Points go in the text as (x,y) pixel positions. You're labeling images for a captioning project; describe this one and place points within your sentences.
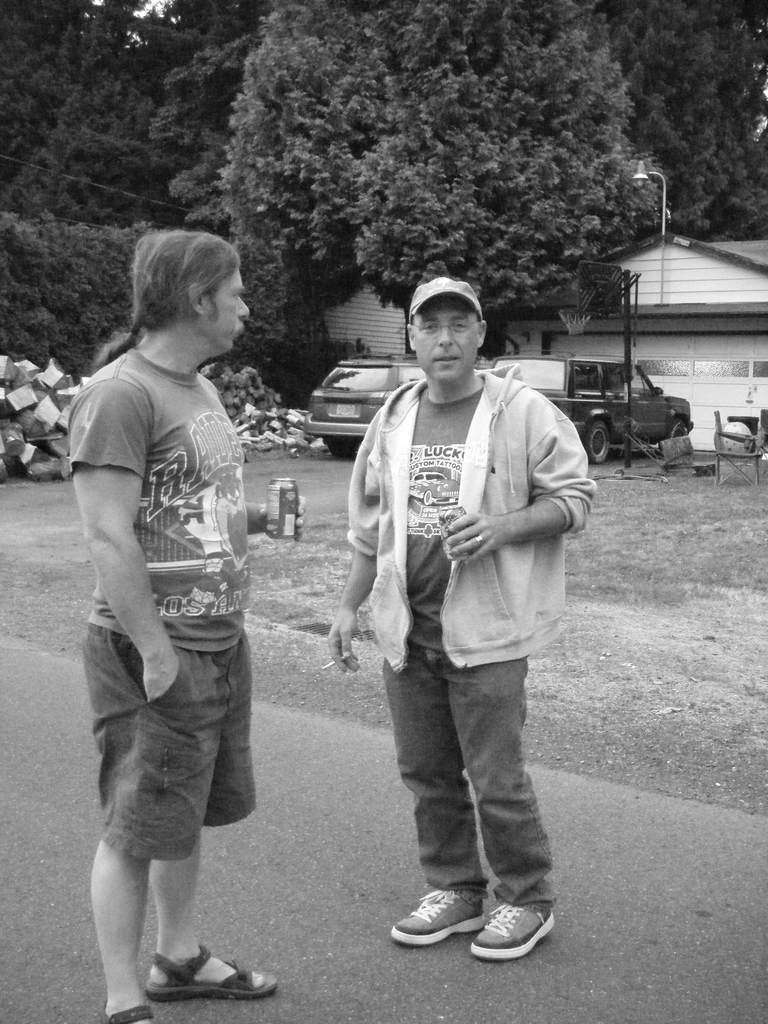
This is a black and white image. There are two persons (444,294) standing on the road (682,1003). In the background of the image (450,225) there are trees (581,149). There is a house (718,292). There are cars (651,416).
